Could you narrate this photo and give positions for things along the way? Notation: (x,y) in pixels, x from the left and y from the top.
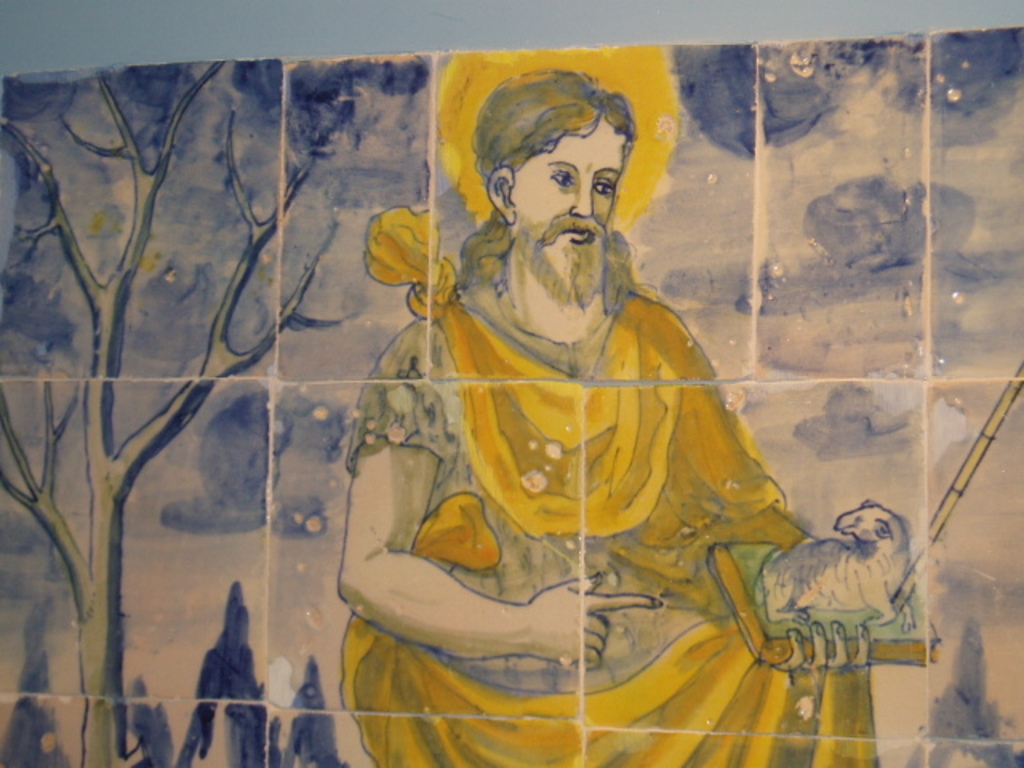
In this picture I can see there is a painting (479,449) of a man (569,389) and he is holding a book (788,633) and there is a tree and the tiles (187,542) on the wall (67,22).
